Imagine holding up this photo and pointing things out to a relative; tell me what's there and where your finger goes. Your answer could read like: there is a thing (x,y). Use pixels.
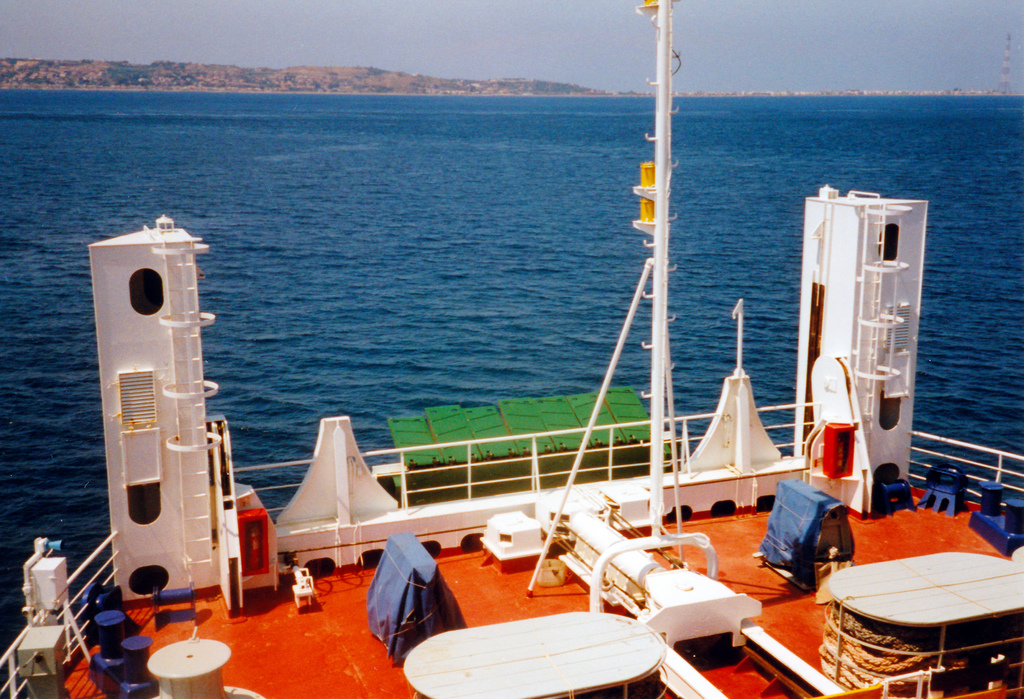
Here I can see a ship (642,523) on the water (338,313). On this I can see some tables (623,665), metal objects (638,603), clothes (390,585), pole (662,238) and some more objects (594,532). In the background (329,89), I can see the hills (190,73). On the top of the image (421,33) I can see the sky (367,14).
